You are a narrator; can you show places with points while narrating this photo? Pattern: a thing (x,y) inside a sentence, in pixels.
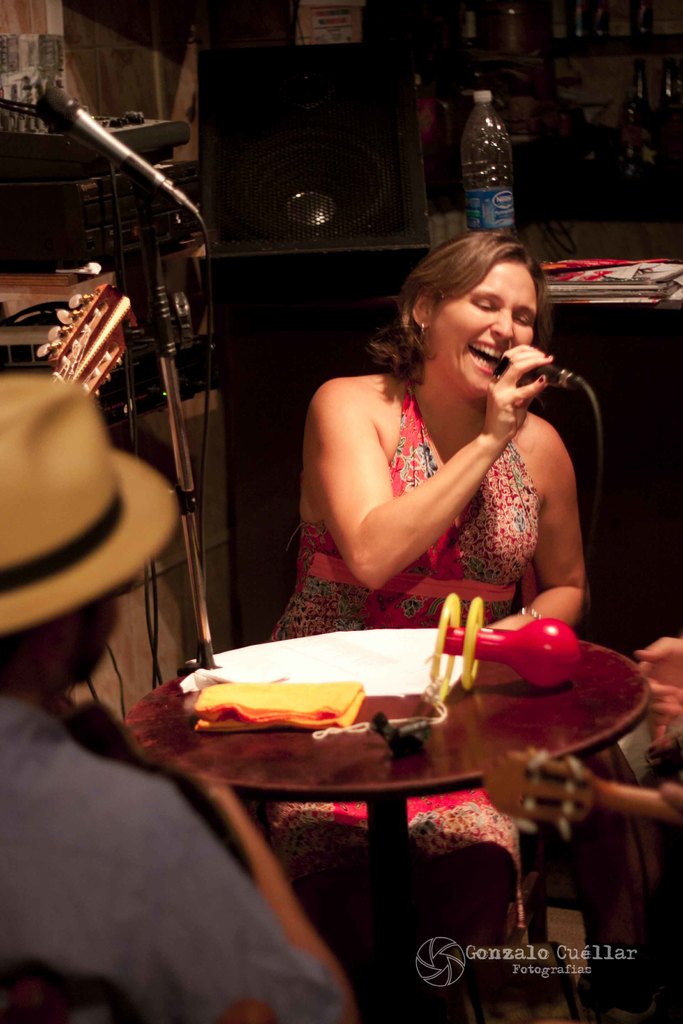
The lady (415,430) is sitting in front of a table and singing in a mic (548,379) and there are two persons (624,878) playing guitar (651,808) in front of her.
